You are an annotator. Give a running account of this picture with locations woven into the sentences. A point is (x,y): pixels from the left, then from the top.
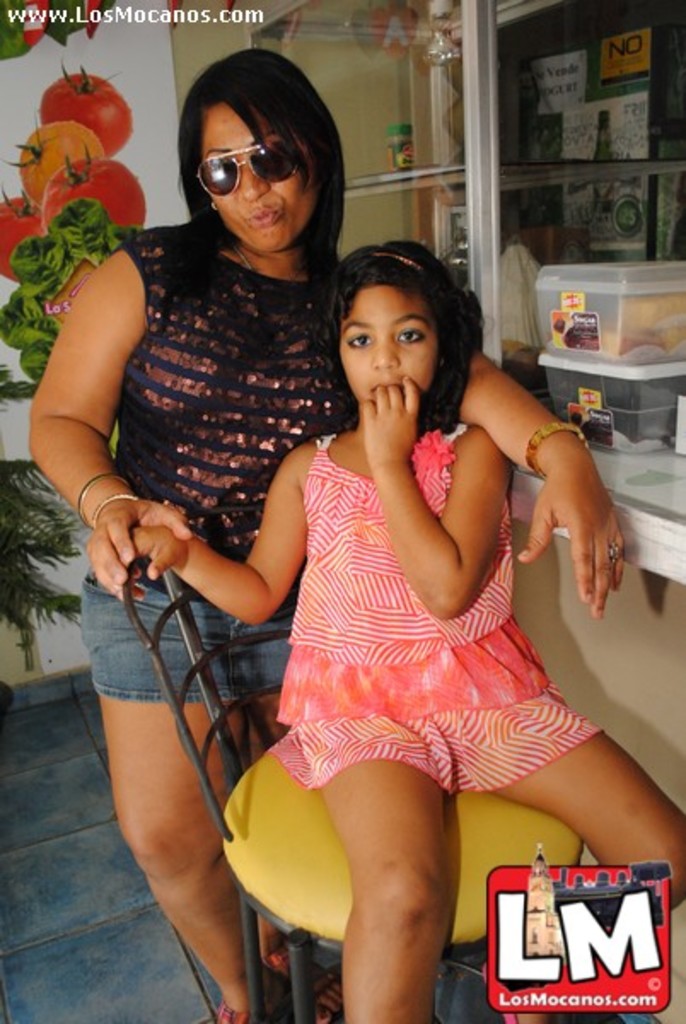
In the foreground (299,304), a woman (289,300) is standing and wearing a goggle (270,176). In front of that, a girl (414,621) is sitting on the yellow color chair (295,807). At the bottom (544,877), a logo (557,877) is there. In the left (137,31) a board (90,248) is there. On the right (622,316) a desk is there on which boxes (622,347) are kept and a window (490,144) visible. This image is taken inside a room (657,702).
